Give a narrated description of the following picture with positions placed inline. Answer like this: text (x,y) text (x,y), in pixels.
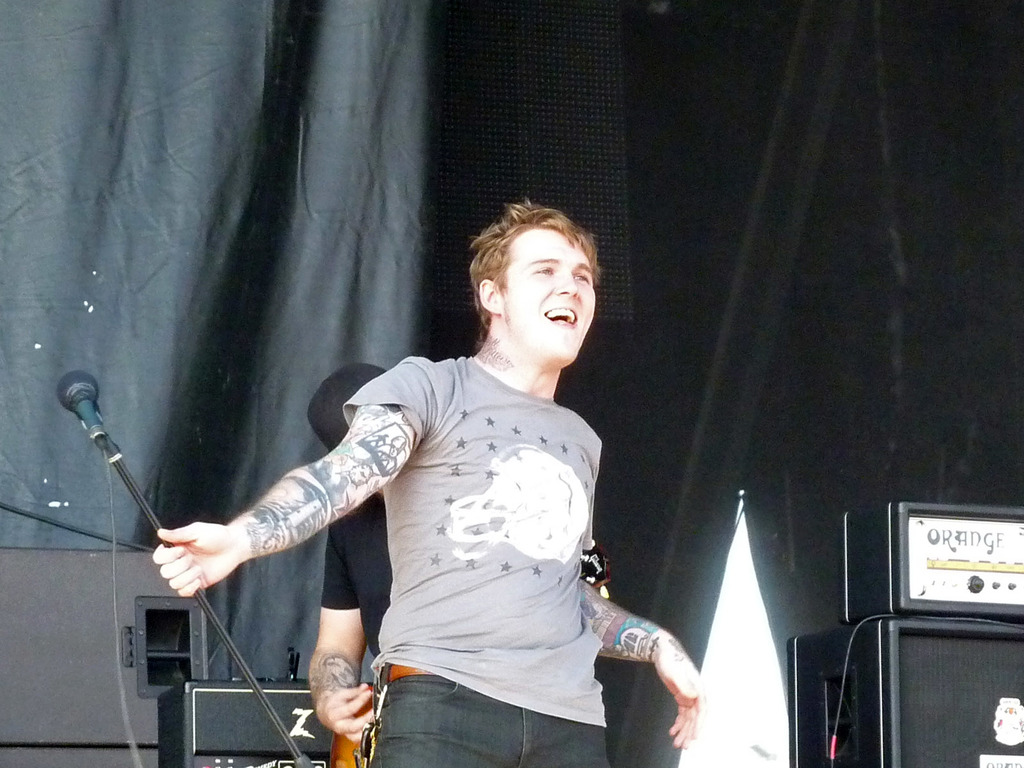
there is a man (507,388) standing on stage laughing and holding microphone (113,455). Behind the man (401,725) there is other man (374,649) standing in black costume (362,533) playing a guitar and the stage (774,187) is covered with black color cloth (259,180). On the stage (538,104) there is a sound box (912,729) placed.
